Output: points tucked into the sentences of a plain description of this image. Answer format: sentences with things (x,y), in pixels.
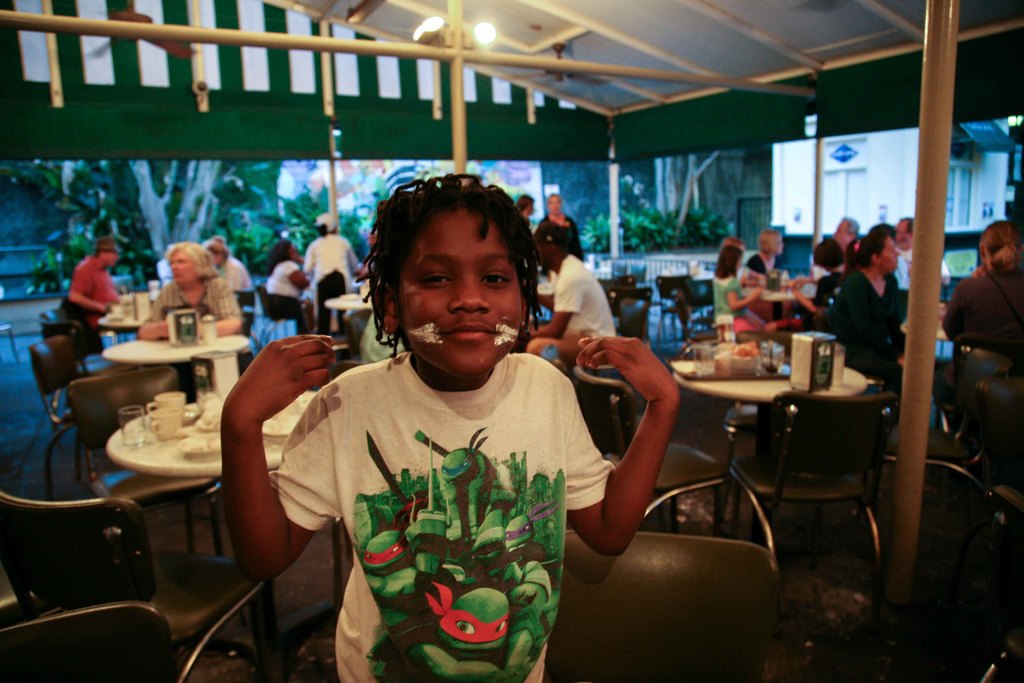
In this image at front (505,409) there is a boy (444,462) standing. Behind him there are persons (739,262) sitting on the chairs (148,378). In front of them there are tables (156,347). On top of the tables (149,439) there are glasses (135,439), plates (193,428) and some other objects (806,361). At the back side (668,218) there are plants (260,203). On top of the roof (560,19) there are lights (490,32).
